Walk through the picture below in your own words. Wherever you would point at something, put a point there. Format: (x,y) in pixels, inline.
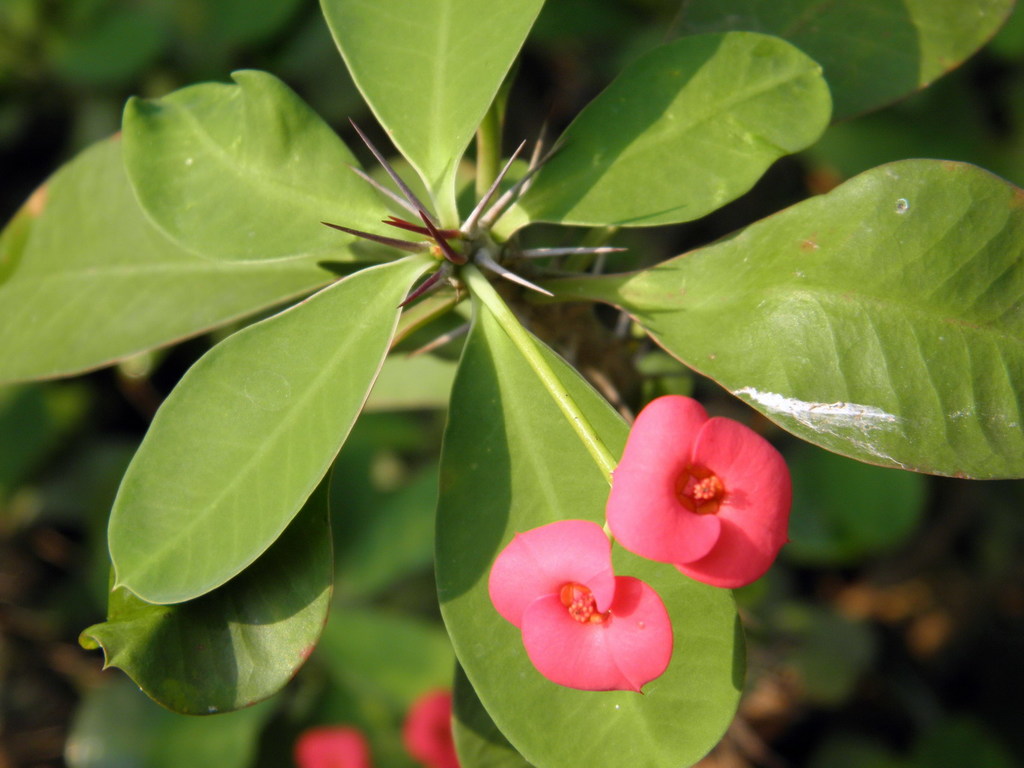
In the picture we can see a plant (663,480) with huge leaves (923,237) and two flowers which are pink in color.
